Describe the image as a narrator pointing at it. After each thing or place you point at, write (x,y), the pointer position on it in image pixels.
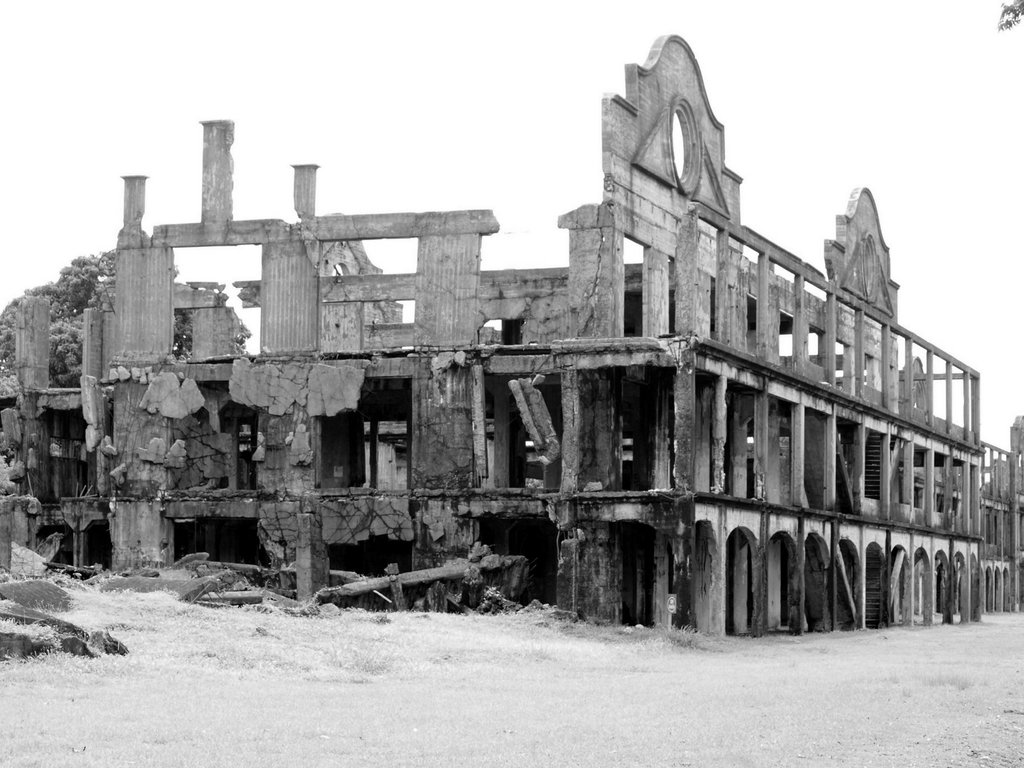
This is a black and white image. In this picture we can see the buildings (725,456), pillars (677,455). On the left side of the image (284,598) we can see a tree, rocks (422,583). At the bottom of the image (503,648) we can see the ground (592,671). At the top of the image (542,34) we can see the sky (66,76).
